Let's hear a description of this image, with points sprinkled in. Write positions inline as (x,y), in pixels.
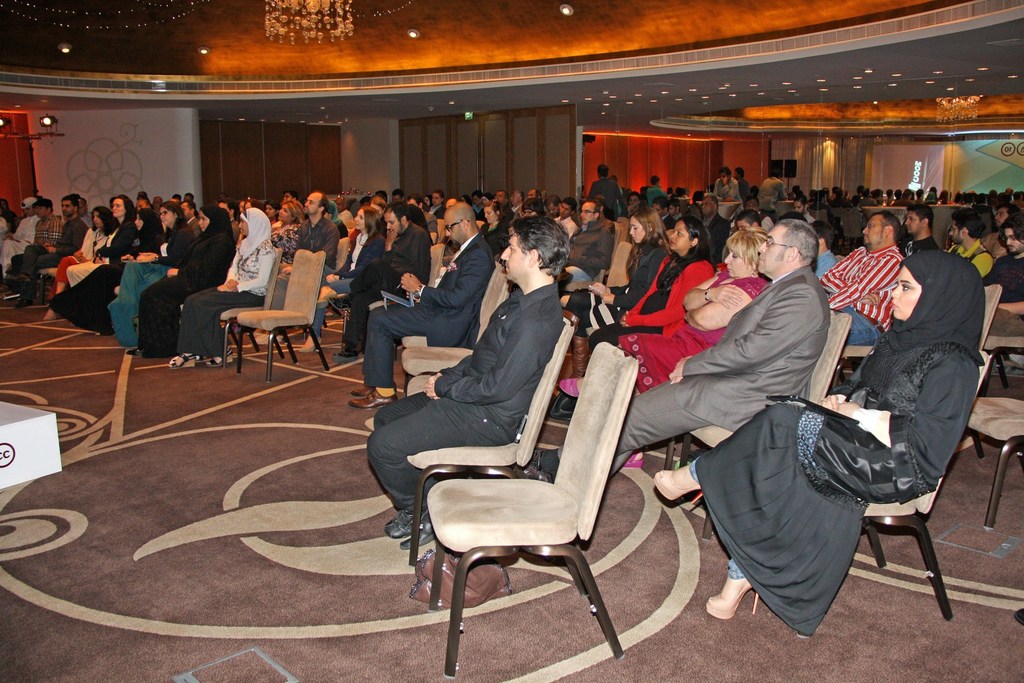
There is an Auditorium (562,161) which includes group of people (648,318), chairs (610,384), ceiling lights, chandelier (277,21) and focusing lights (47,123). In the foreground (928,432) we can see the group of persons (730,262) sitting on the chairs (823,373) and in the background (786,194) there are some persons (724,185) standing.
